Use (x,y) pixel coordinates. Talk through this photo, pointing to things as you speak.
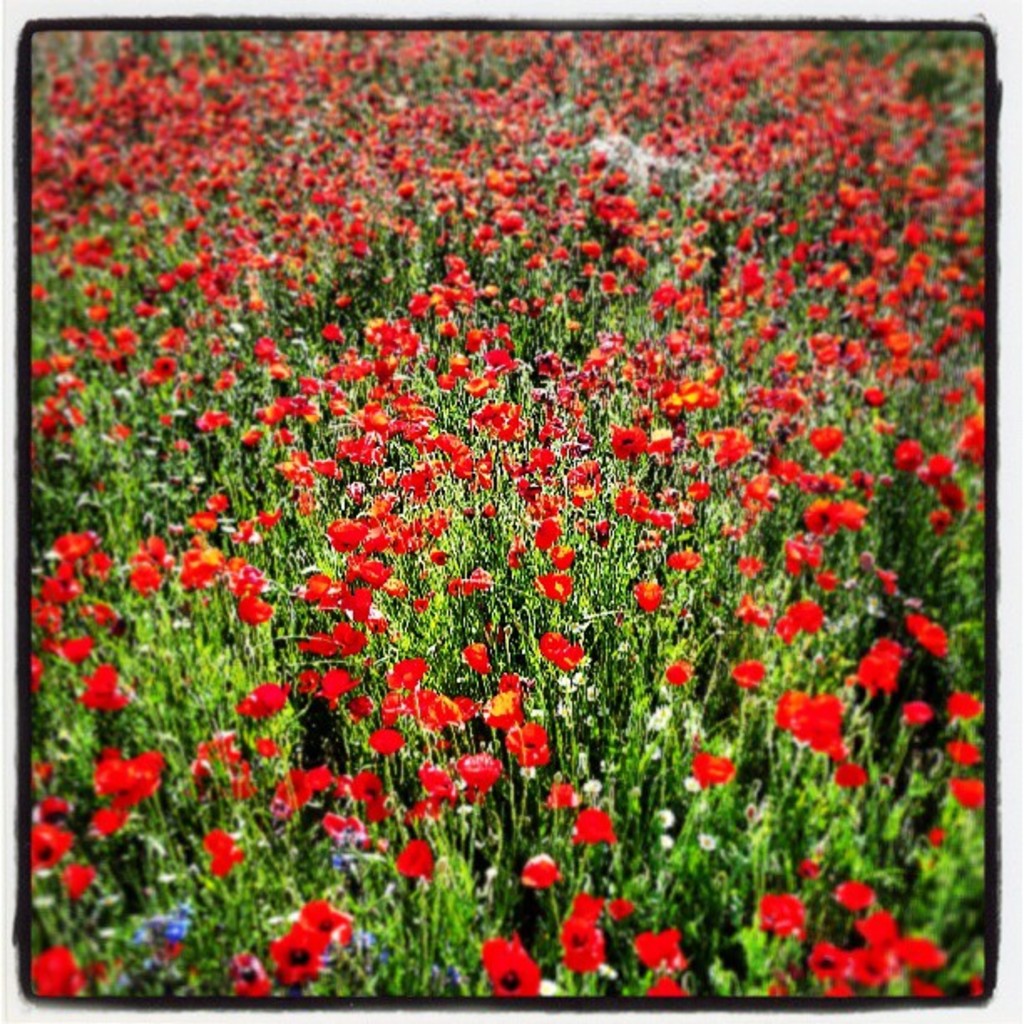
This picture contains plants (491,584) which are flowering and these flowers (322,944) are in red color. This picture might be clicked in the garden (447,348) or in a plant nursery (703,208). This picture might be a photo frame.
